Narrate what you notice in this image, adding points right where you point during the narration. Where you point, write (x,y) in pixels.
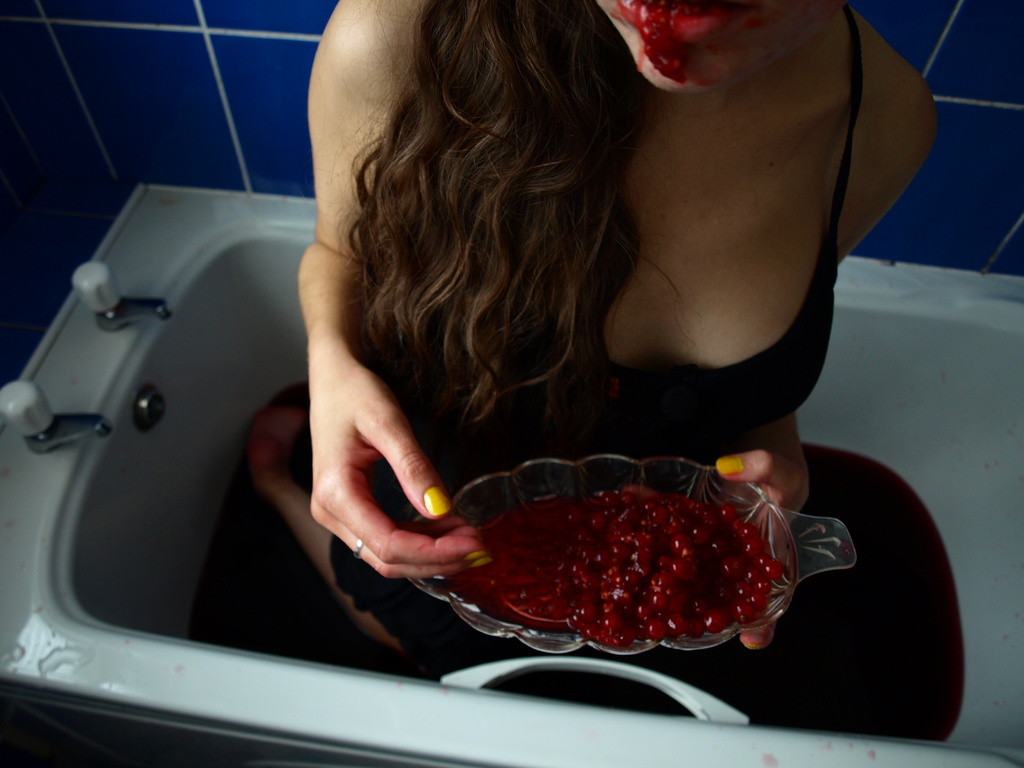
In the middle of this image (565,372), there is a woman (679,24) in a black color dress (496,651), holding a bowl (855,565), which is having red color fruits (705,514). This woman (801,289) is in the white color tub (181,685), which is having two taps (167,306). In the background (149,1), there is a blue color wall (212,19).
